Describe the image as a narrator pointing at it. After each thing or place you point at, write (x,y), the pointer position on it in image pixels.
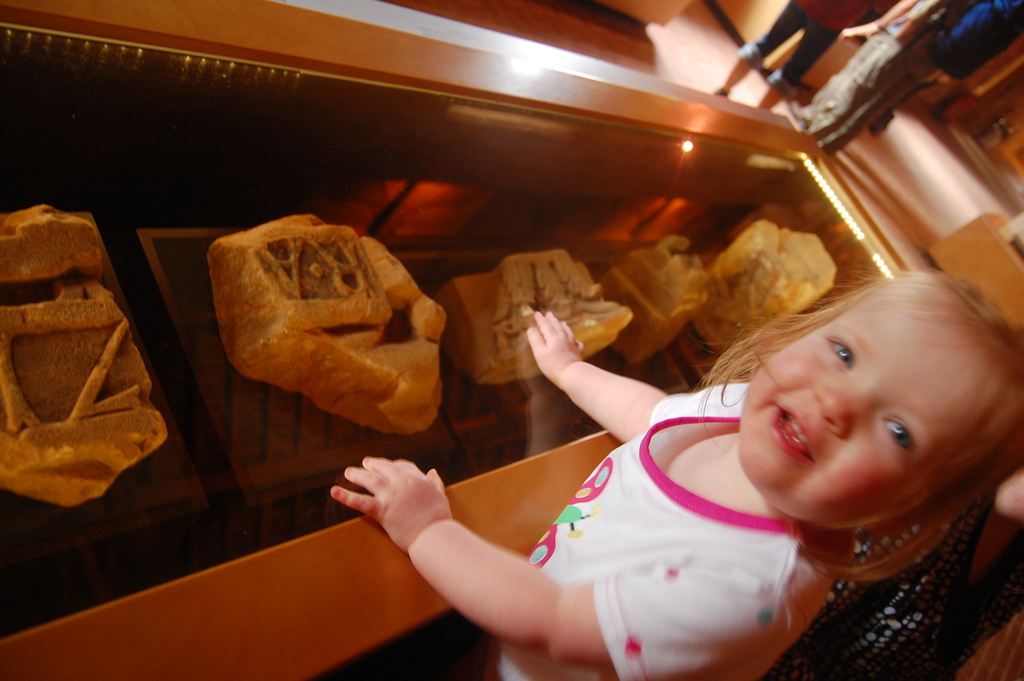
In this image I can see a child (735,538) wearing white and pink colored dress (685,538) is standing and in front of her I can see a box (489,248) which is made up of wood (352,615) and glass (345,425). In the box (776,214) I can see few lights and few ancient objects (571,267) which are brown in color. In the background (756,53) I can see few other persons (867,67) standing on the floor (679,45).
